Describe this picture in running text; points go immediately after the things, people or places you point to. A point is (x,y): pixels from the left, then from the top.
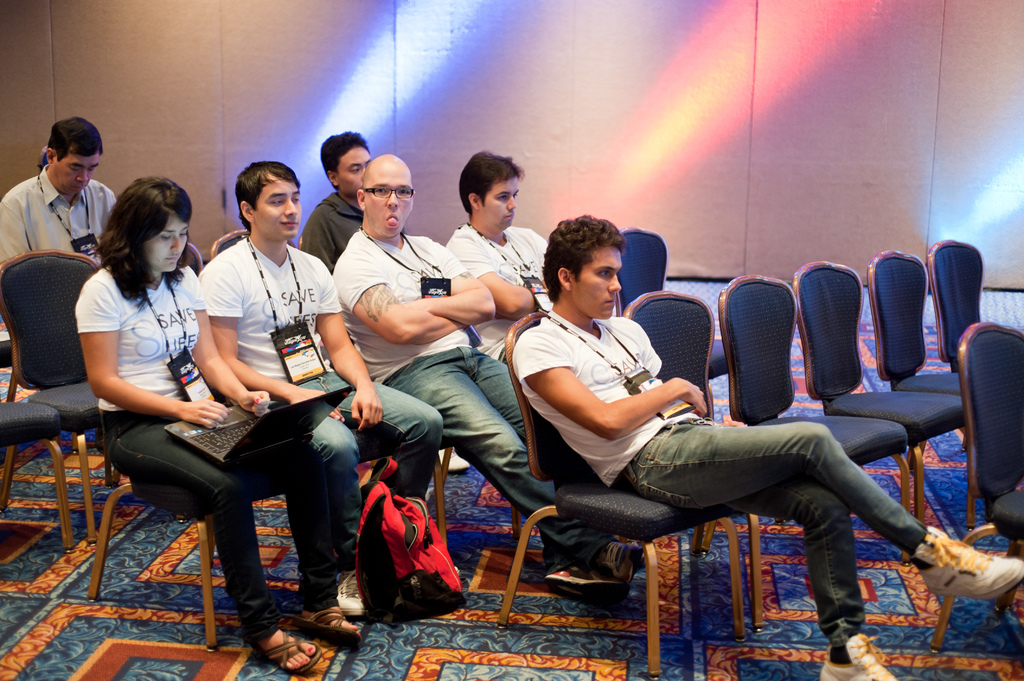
Here in this picture we can see a group of people (244,332) sitting on chairs (60,374) which are present on the floor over there and mostly all of them are wearing white colored t shirt (316,334) and wearing ID cards (278,333) on them and in the middle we can see a bag (369,491) over there and the woman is holding a laptop (236,437) with her over there.
